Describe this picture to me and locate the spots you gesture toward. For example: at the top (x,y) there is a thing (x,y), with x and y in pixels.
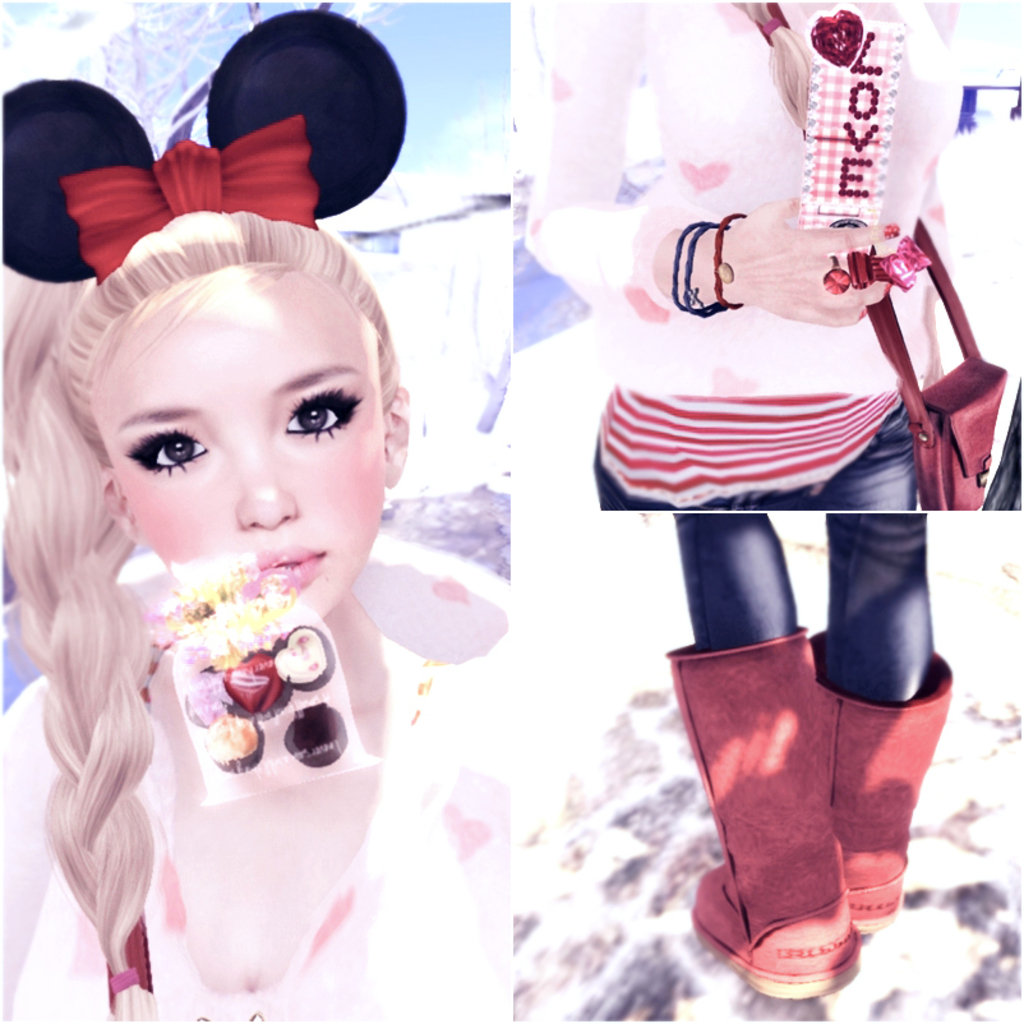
In this image we can see a collage. On the left side (178,450), we can see an animated image of a person (367,819). On the top right (766,305), we can see a person (818,250) carrying a bag (894,331). In the bottom right (799,871) we can see the legs (780,705) of a person (745,860).
